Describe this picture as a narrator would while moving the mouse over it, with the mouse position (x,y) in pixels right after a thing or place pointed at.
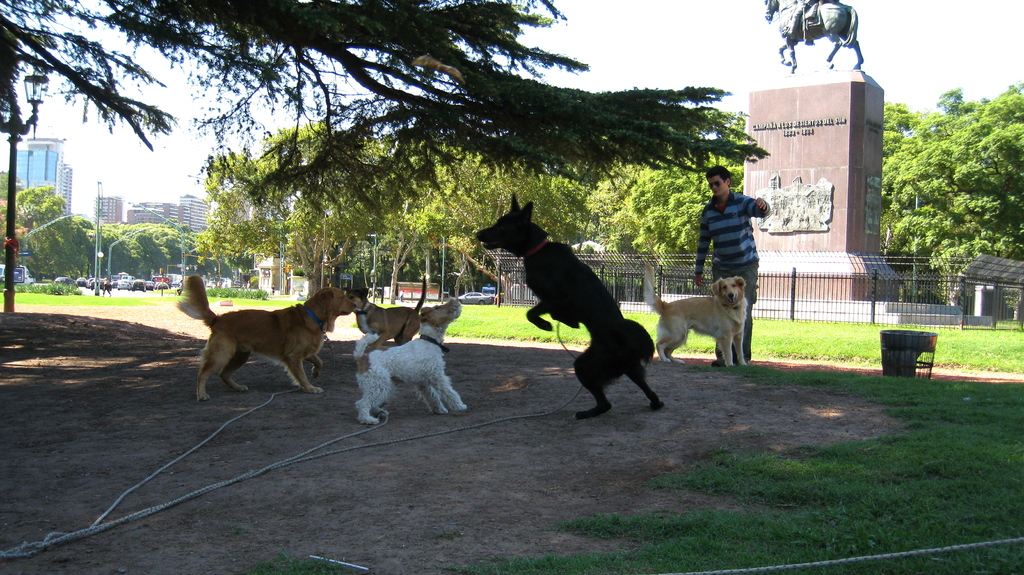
In the picture we can see some dogs (587,410) are playing under the tree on the surface (549,432) and near to it, we can see some grass surface (870,465) and a man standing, and behind him we can see a part of grass surface (760,344) with a stone (780,236) and sculpture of a person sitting on a horse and around the stone (834,228) we can see railing (626,274) and behind it we can see trees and beside it we can see some cars (161,290) on the road (121,289) and in the background (36,212) also we can see some trees (55,246), poles (101,211) and sky (132,185).
